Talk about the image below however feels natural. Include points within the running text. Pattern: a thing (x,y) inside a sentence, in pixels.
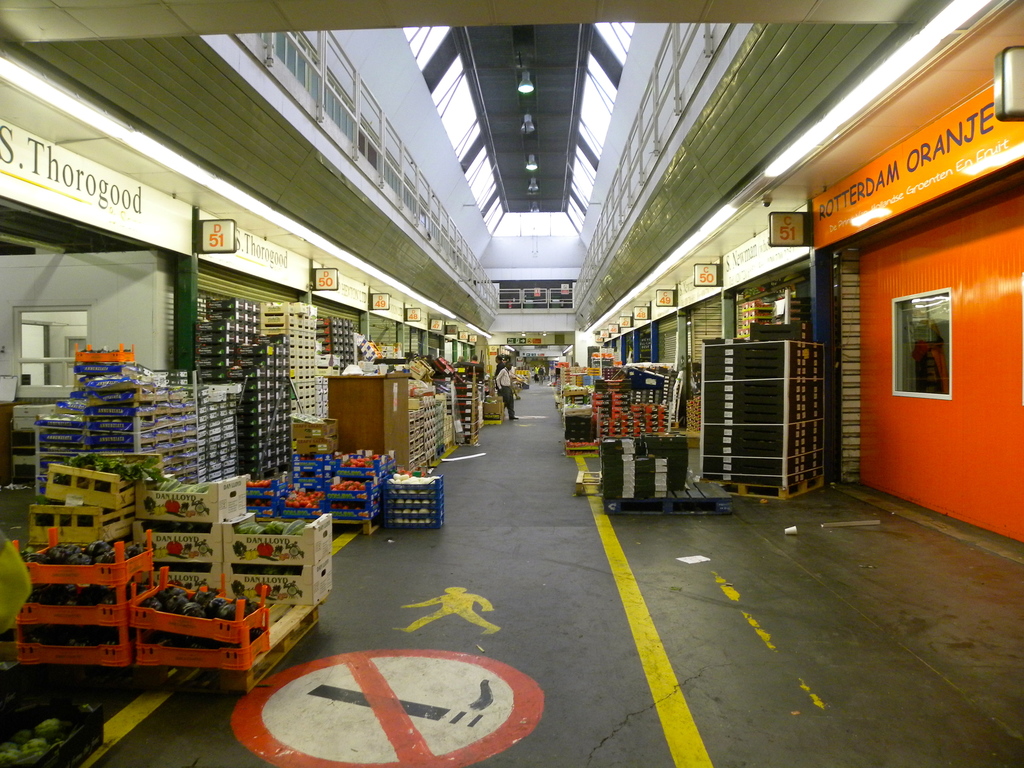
On the floor (25,489) on the left (211,474) and right side (757,359) we can see carton boxes (299,444) with food items (147,600) packed in it and some other items (113,422) packed in boxes (428,516). In the background (518,418) there are few persons (501,379) standing on the floor (544,484), lights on the roof top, poles (193,280), fence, small boards (211,243) attached to the wall (408,247), hoardings (157,207) and on the floor (515,488) there is a no smoking sign (407,691).
